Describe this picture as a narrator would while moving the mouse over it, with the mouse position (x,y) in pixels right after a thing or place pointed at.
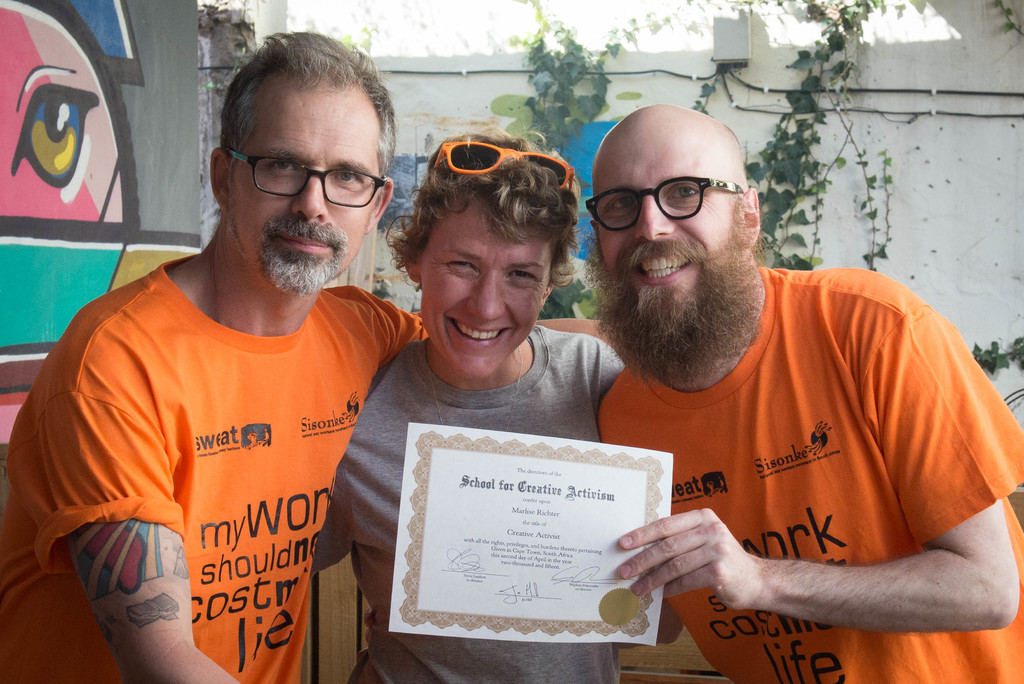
In this picture we can see three people (300,460) smiling, man (689,497) wore spectacles (719,180), holding a certificate (536,496) with his hand (624,571) and in the background (77,131) we can see plants (809,144), painting (193,117) on the walls (507,122) and some objects (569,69).
